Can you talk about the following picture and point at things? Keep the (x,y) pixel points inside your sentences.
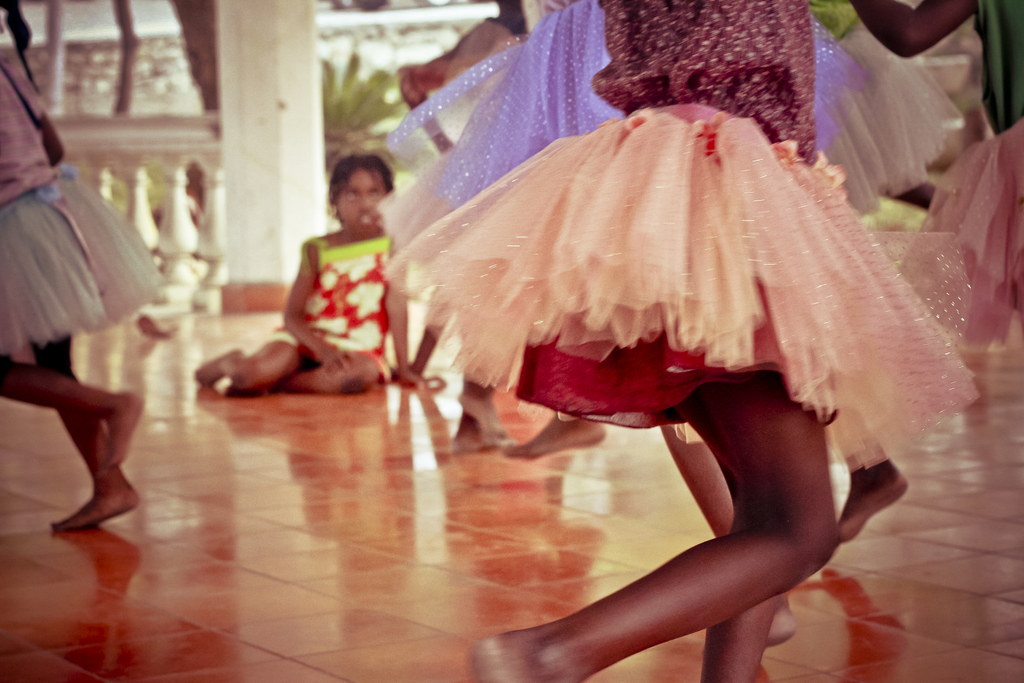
In this image I can see few people (629,311) are dancing and wearing the different color dresses (614,287). One person (317,369) is sitting on the floor (266,447). In the back (153,197) I can see the railing (143,166), pillar (223,142), plant (345,104) and the wall (109,46).
